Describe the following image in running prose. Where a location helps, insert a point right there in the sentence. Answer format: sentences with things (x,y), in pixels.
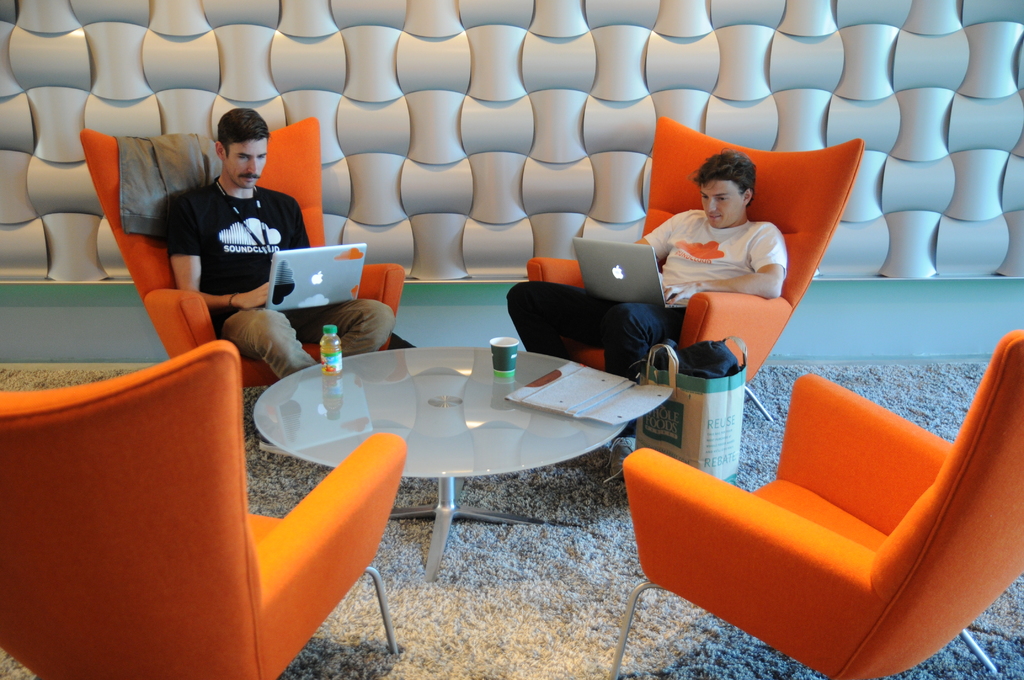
There are two persons (678,223), who is wearing a black t-shirt (254,229) and another one who is wearing a white t-shirt (721,252). Both of them are sitting on a orange chair (803,193). In front of them there is a round table (451,471). On the table (507,439) we can see a paper (574,386) and water bottle (325,356). Both of them are working on a laptop (635,274). On the floor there is a grey carpet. On the background (459,274) we can see a designable wall (475,154).
